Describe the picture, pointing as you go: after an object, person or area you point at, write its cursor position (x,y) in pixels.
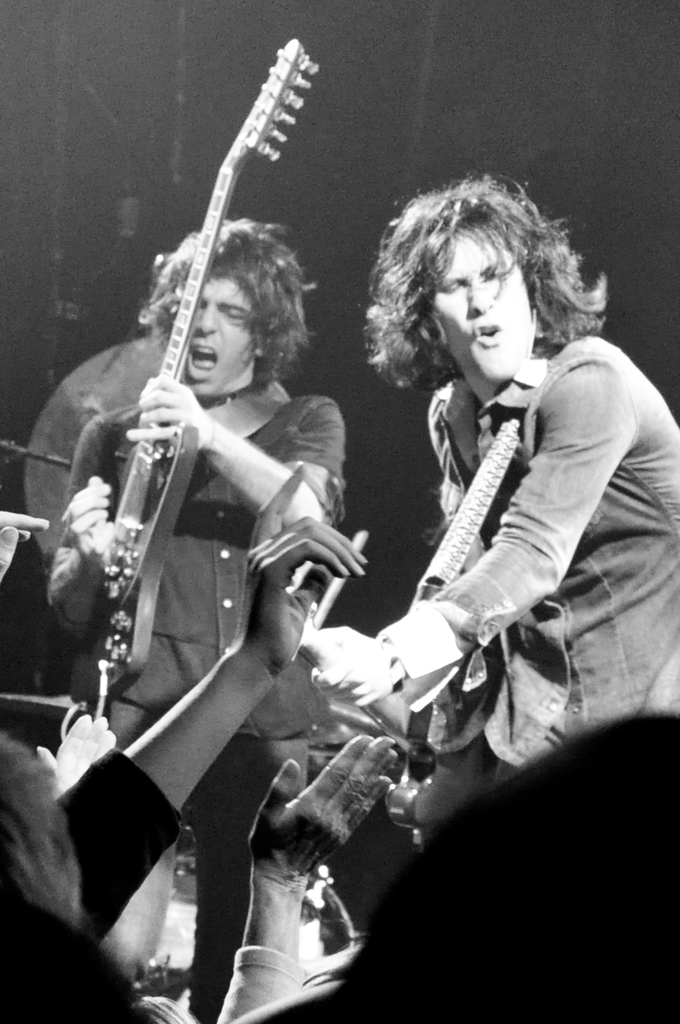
In this image there are two person (569,278) standing and singing and playing a guitar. At the bottom (502,1018) two person (531,1003) are visible which are half visible. The background (66,251) is dark in color. This image is taken on the stage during night time.
